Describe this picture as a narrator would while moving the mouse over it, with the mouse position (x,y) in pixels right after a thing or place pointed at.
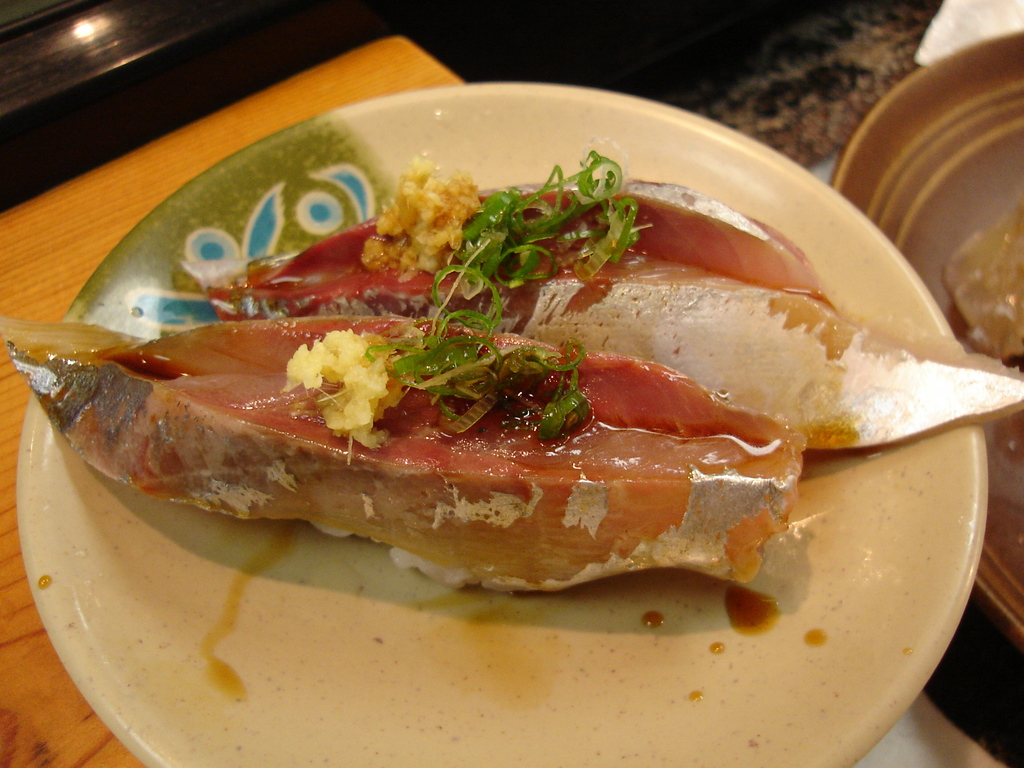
In this picture there are two fish pieces (539,455) in the plate (136,297) which is placed on the wooden table top (56,693).
